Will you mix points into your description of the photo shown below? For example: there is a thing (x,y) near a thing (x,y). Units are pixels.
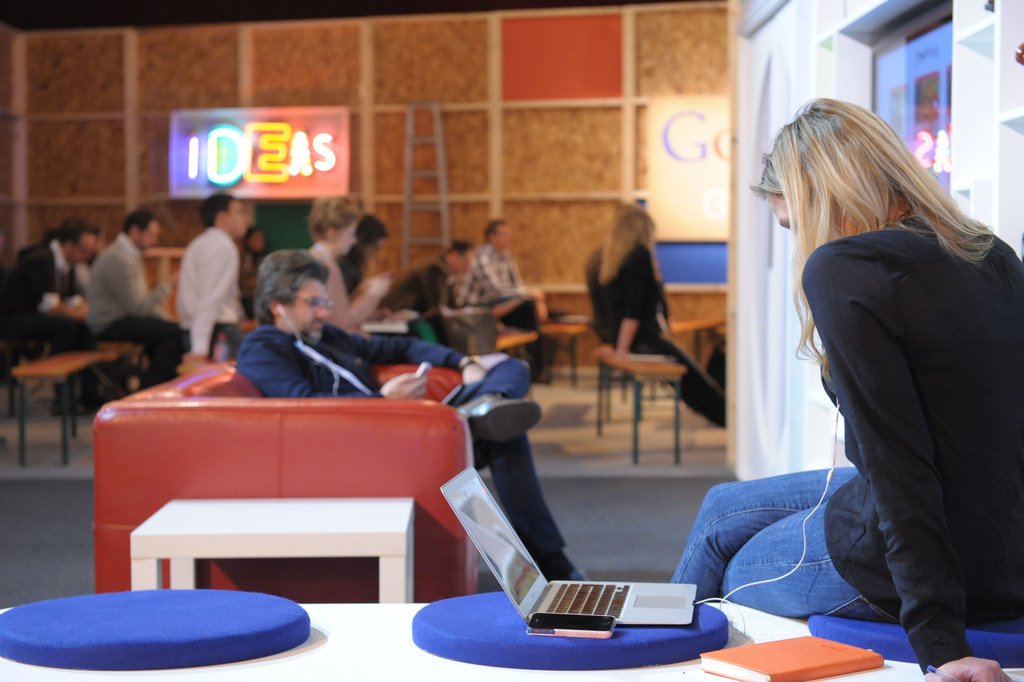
A woman (899,377) wearing a black top (878,453) is sitting on a bench (435,671). On the bench (648,677) there is a laptop (582,603), mobile (585,617) and a book (808,651). In the background (393,90) there is a wall (436,76), ladder (438,168), banner (286,178), some people (227,251) are sitting on benches (64,355). And a person (399,353) with a mobile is sitting on sofa (235,437). There is a table (278,527) near to him.
